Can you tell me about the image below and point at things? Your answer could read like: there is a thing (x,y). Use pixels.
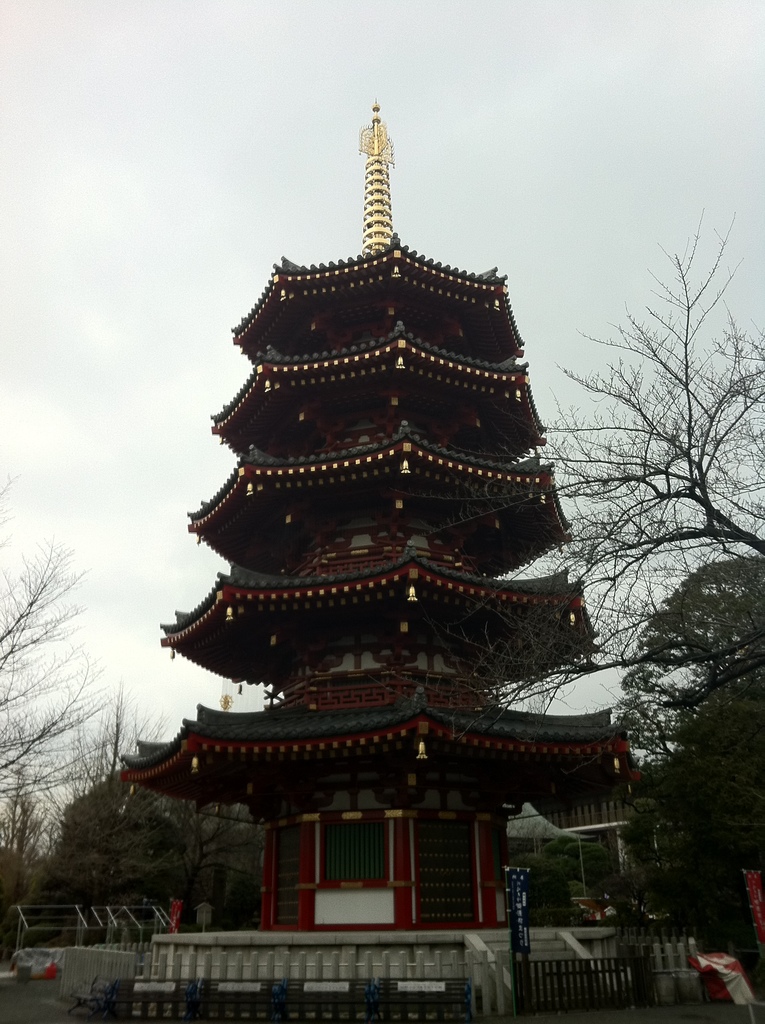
In this image we can see a building (367,584). Also there are railings (469,970). Near to the building (354,851) there are trees (728,735). In the background (459,200) there is sky (279,193).
